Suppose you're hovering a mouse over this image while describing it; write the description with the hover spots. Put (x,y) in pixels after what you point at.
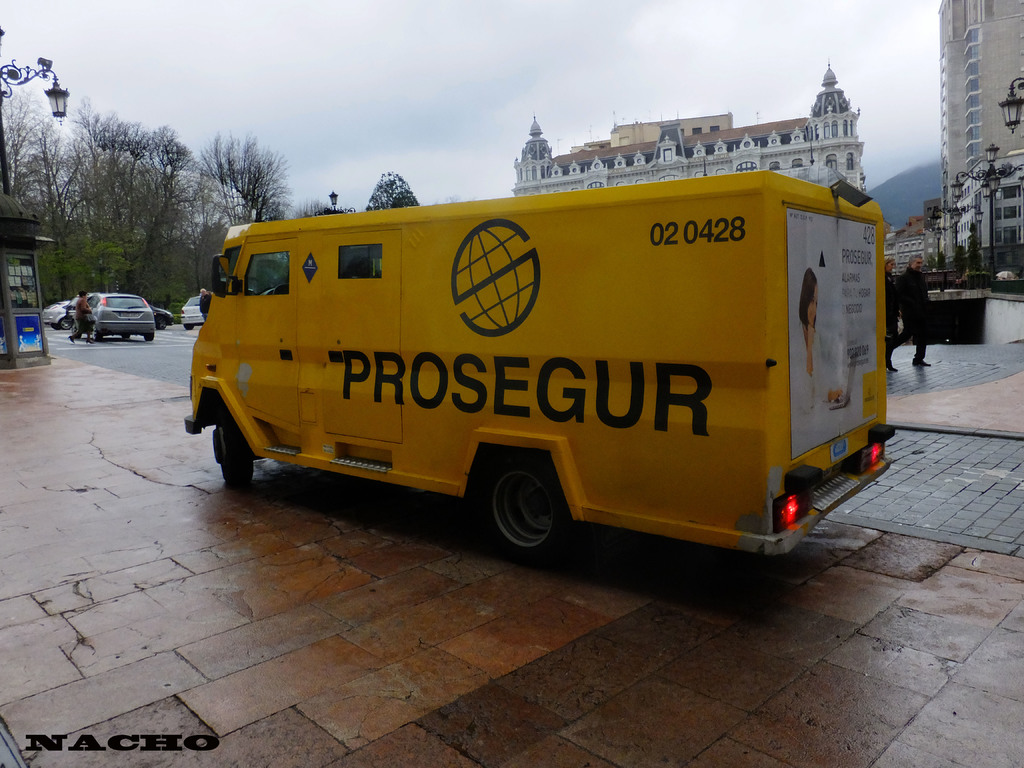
In the foreground of the image (343,386) there is a van (620,485) on the road (461,512). In the background of the image (597,187) there are buildings (711,152), trees (196,231). There are cars (136,306) on the road (186,336). To the right side of the image (902,342) there are people (906,292) walking. At the top of the image (480,45) there is sky (429,78) and clouds (385,65).
